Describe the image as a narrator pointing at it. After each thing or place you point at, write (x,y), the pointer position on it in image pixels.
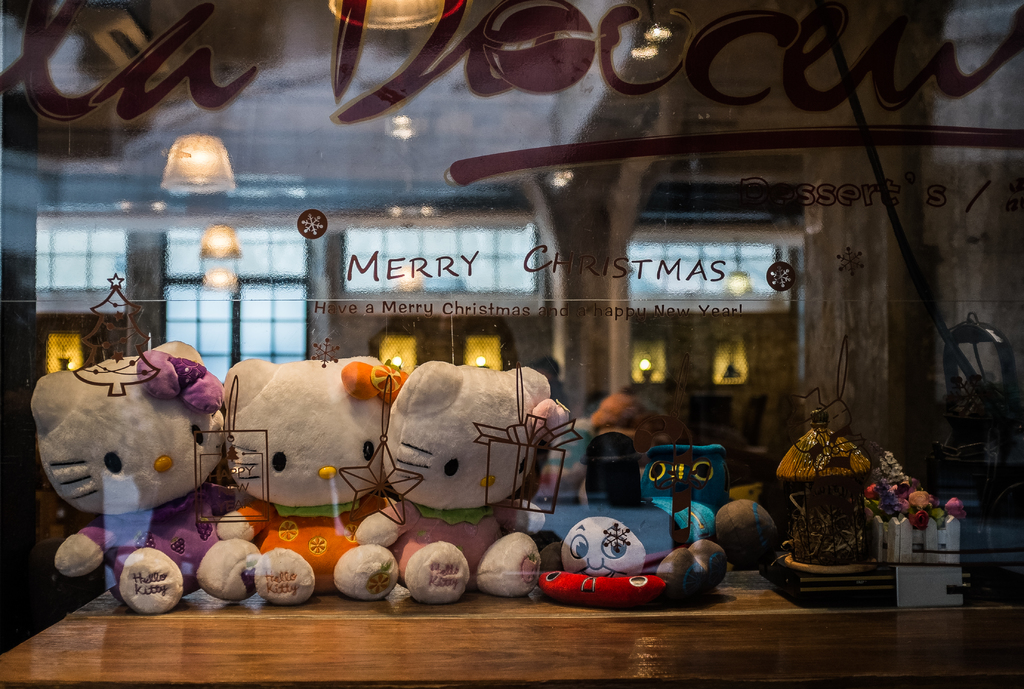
At the bottom of the image (253,600) we can see a table (746,676). On the table (714,685) we can see the dolls (694,542) and decor (811,545). In the background of the image (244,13) we can see the glass (703,414). On the glass (396,186) we can see the text (831,8). Through the glass (730,419) we can see the windows (305,256), lights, door (258,282), roof (386,202).
